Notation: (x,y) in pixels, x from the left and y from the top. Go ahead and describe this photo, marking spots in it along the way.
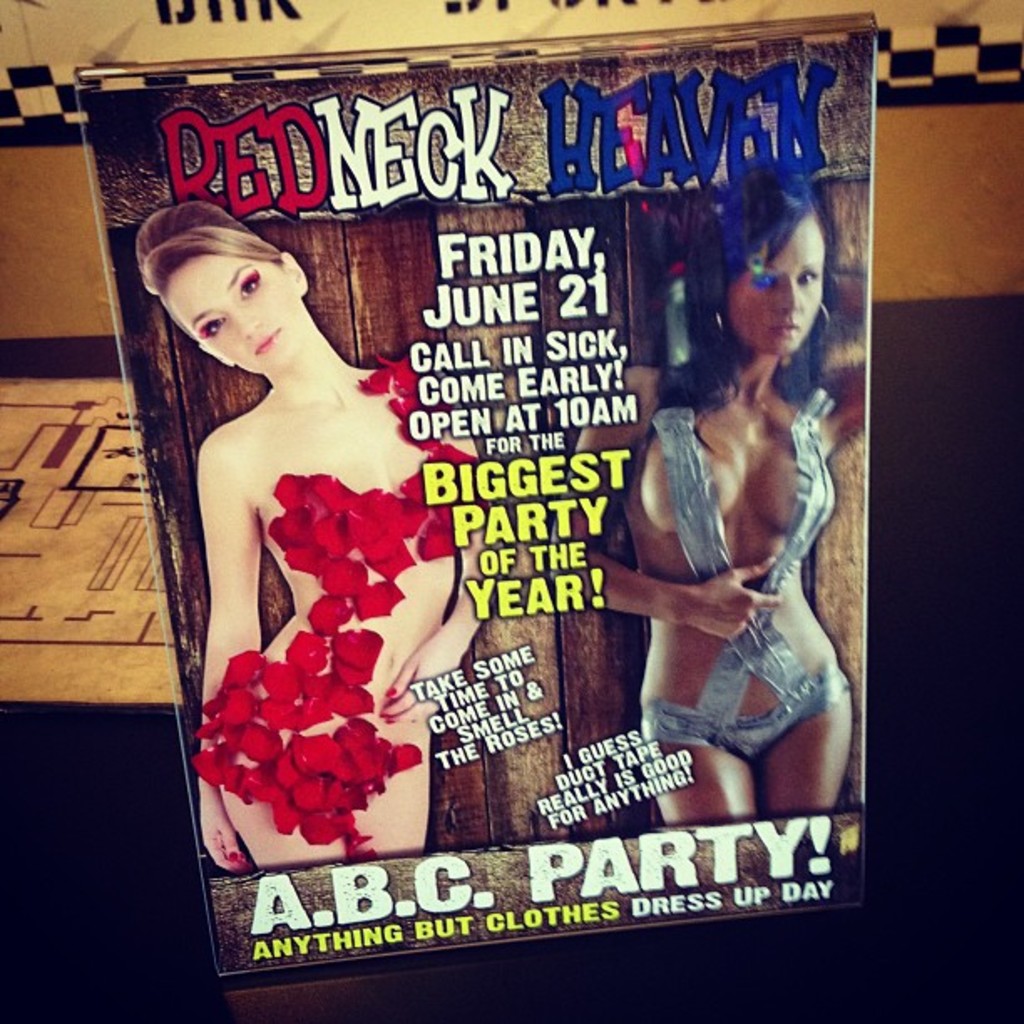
In this image, we can see an advertisement (694,287) contains person (744,359) and some text (459,385).
